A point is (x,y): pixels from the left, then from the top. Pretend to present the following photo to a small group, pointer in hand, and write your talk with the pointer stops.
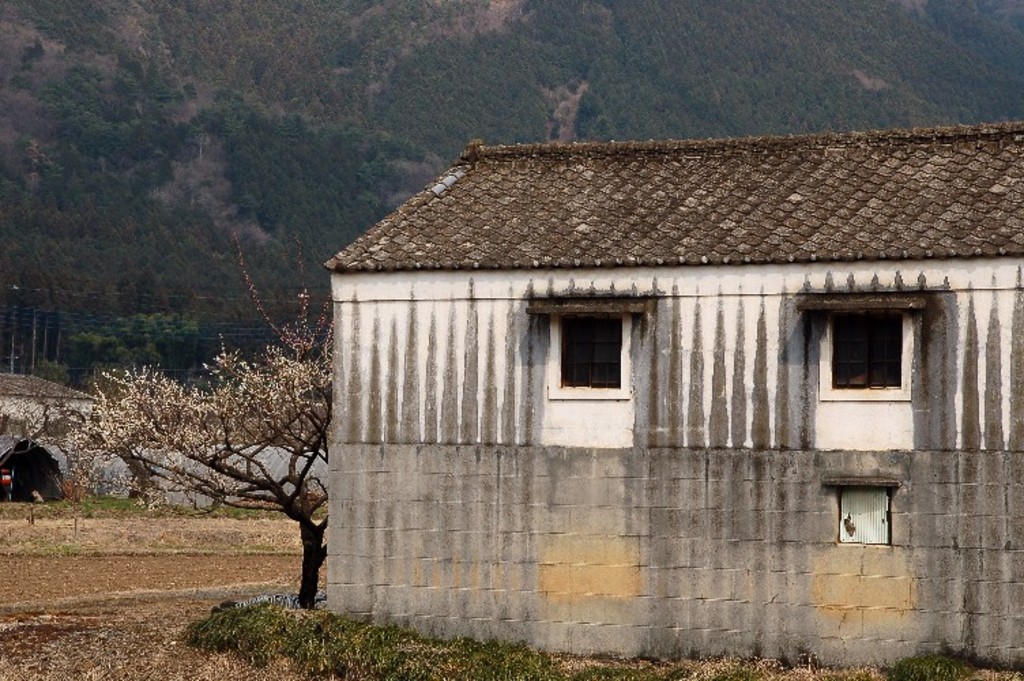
In this picture there is a building (589,446) beside that we can see the grass (329,631). On the wall (904,405) we can see the three windows (885,353). On the left (258,482) there is a tree (215,413) near to the building (942,401). At the back of the building (935,383) we can see the electric poles (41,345) and wires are connected to it. In the background (256,89) we can see many trees (467,70) on the mountain (628,30).
